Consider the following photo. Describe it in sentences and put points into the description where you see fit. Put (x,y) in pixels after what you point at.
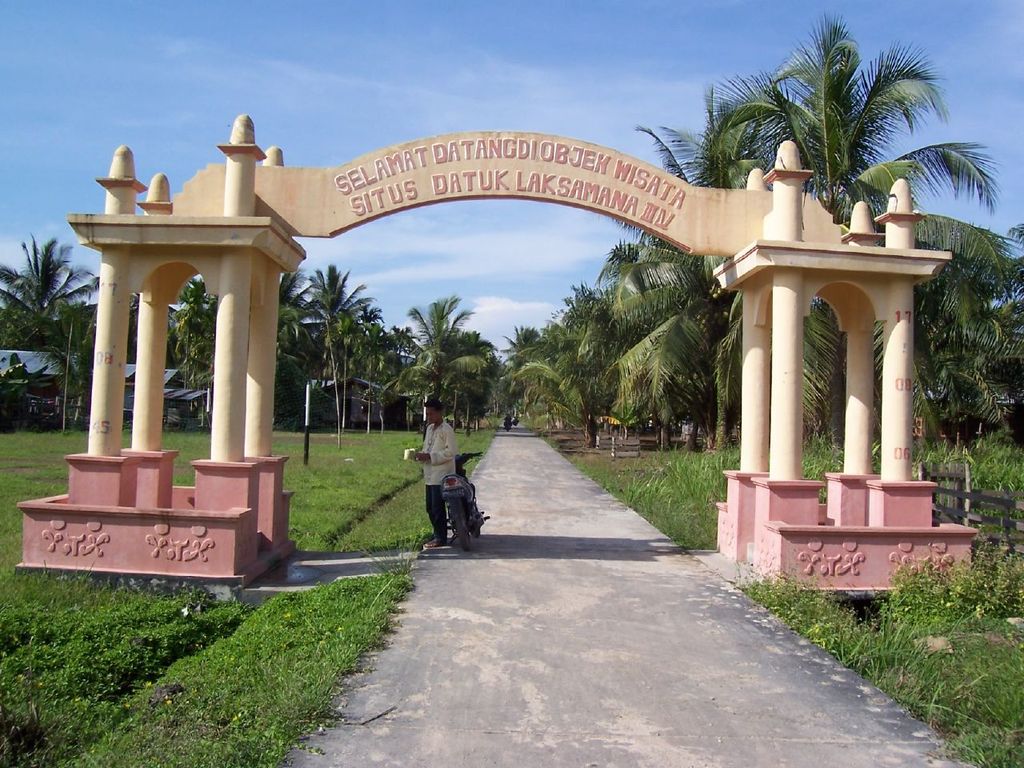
At the center of the image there is an arch (588,191), beneath the arch (578,192) there is a person (432,471) standing and holding some objects (404,455), beside him there is a bike (467,485) on the road (488,521). In the background (720,366) there are trees (691,368) and a sky (310,82).
